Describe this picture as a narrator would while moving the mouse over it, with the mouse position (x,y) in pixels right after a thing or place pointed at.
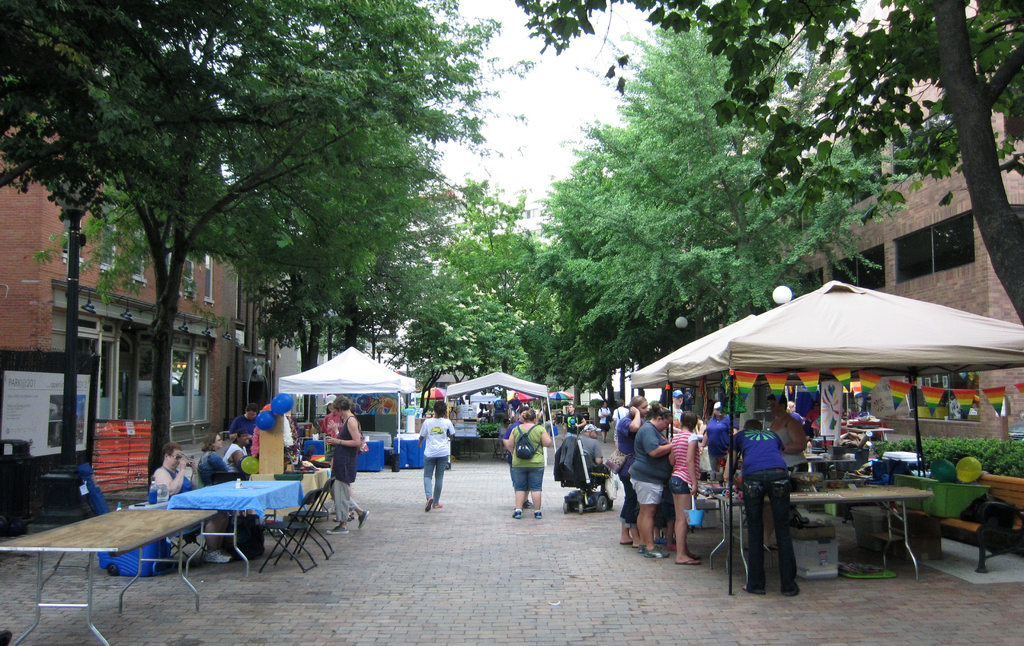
Here we can see some persons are standing on the road (564,561). These are the tables (153,513). There are trees (562,224) and this is building (109,351). Here we can see a sky (552,122).
